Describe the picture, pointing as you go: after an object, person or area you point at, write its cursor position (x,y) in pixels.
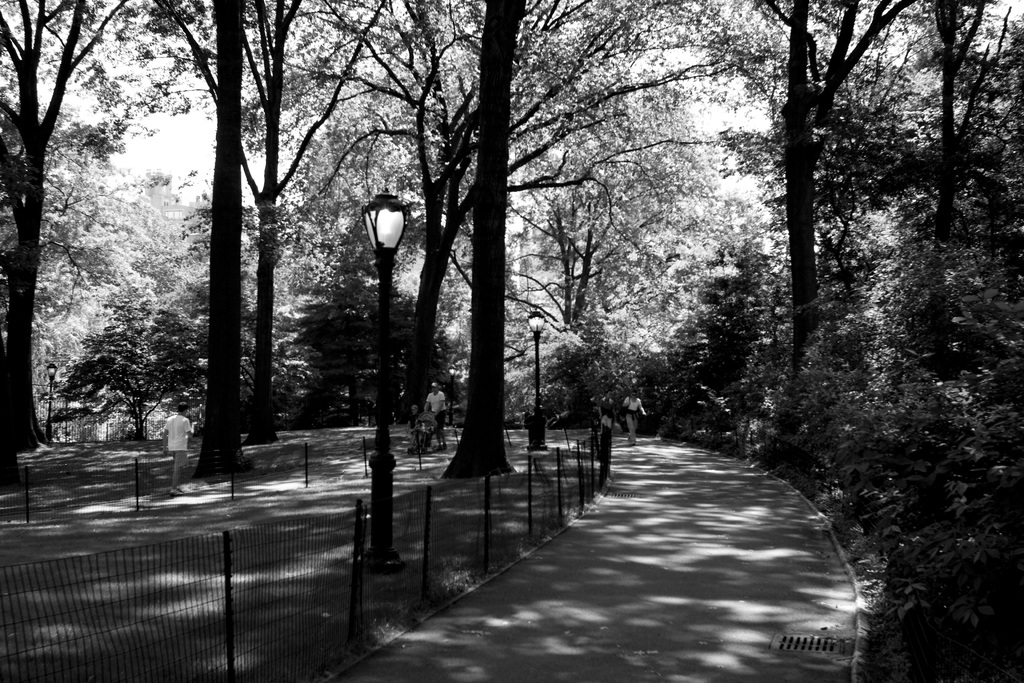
This picture is in black and white. At the bottom right (685,594), there is a lane (678,582). On either side of the lane (676,649) there are trees (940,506). In the center (443,434), there is a person (438,411) holding a baby vehicle (423,418). In the center (376,238), there is a pole (390,238).
